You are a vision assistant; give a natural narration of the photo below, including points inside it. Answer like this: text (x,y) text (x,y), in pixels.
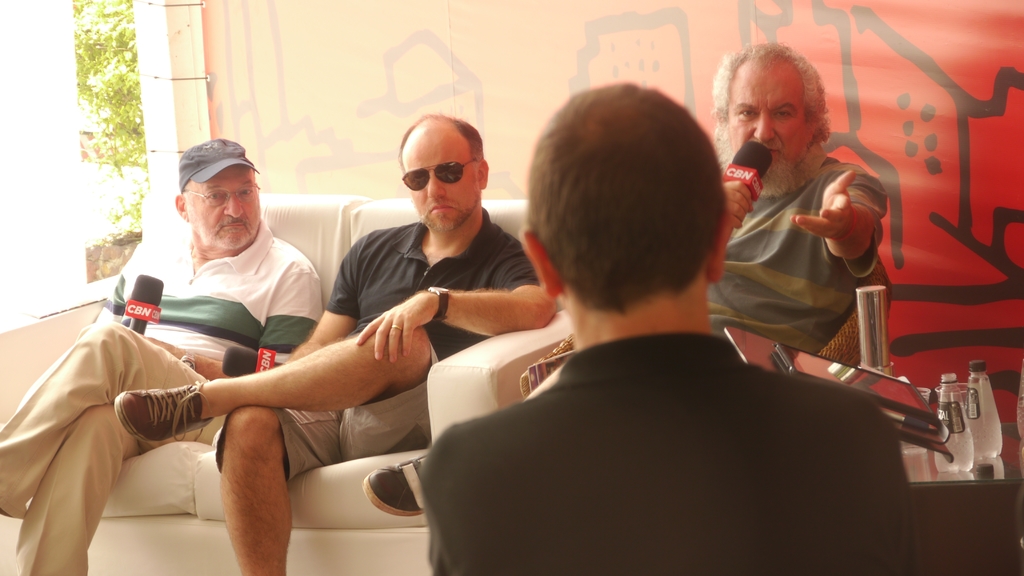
This is a picture of a interview. In the picture there are four people (496,454). On the right (1010,529) there is a table (930,480), on the table (1008,457) there are two water bottles (955,436) and a mobile (912,400). In the background (832,318) three people (412,191) are seated in couch (329,275). All are carrying microphones (760,150). On the top left (101,67) there is a tree (133,98). Wall (521,43) is painted.
